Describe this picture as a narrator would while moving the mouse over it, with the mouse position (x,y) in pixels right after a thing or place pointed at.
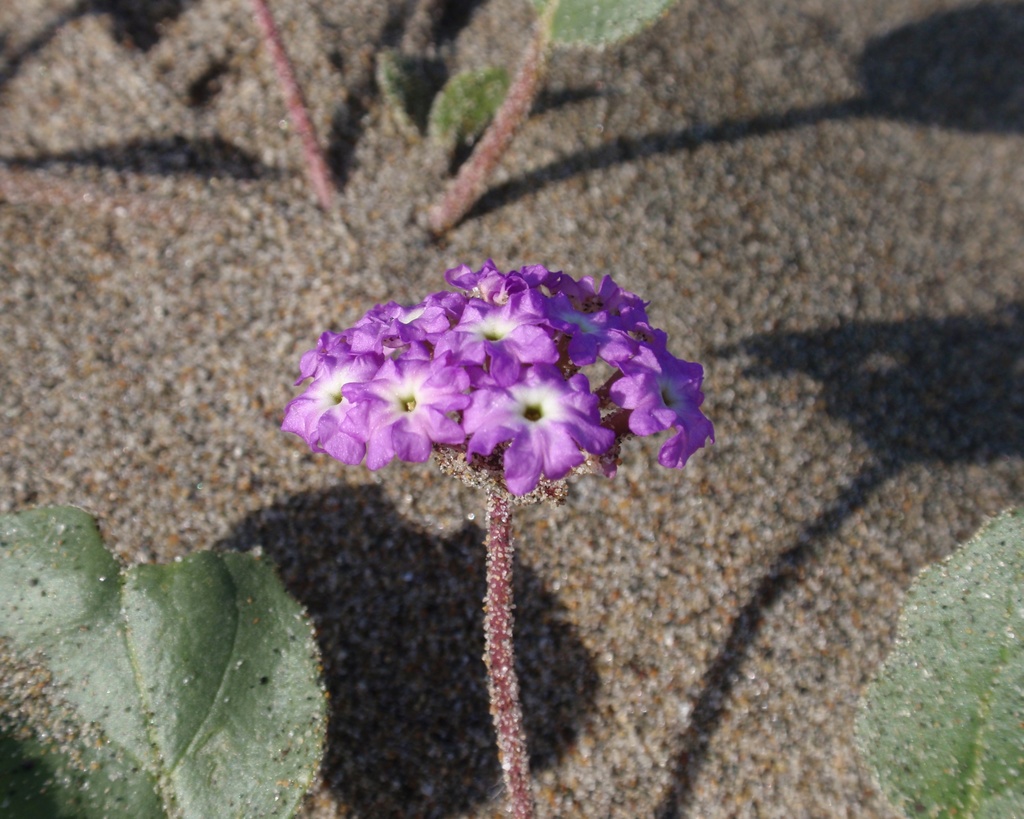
In the middle of the image (527,341) we can see some flowers (457,283). Bottom of the image (28,772) there are some leaves (992,782). Top of the image (480,84) there are some leaves (583,9).
